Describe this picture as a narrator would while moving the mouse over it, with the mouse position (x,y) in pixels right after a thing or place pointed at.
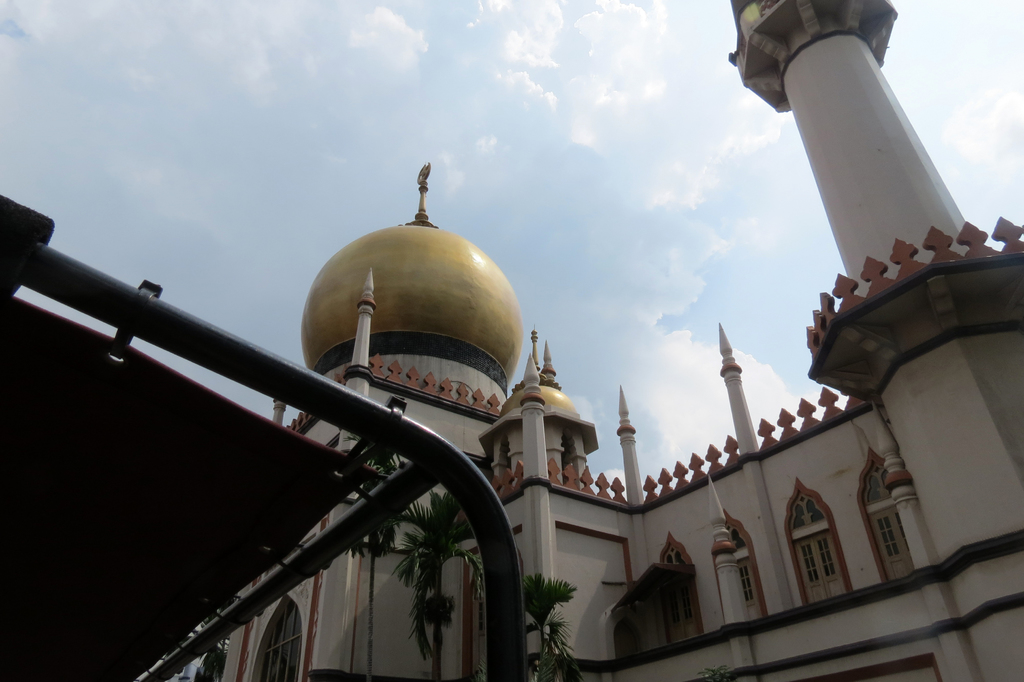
In this image I can see building (897,591) which is in white, black and gold color. We can see windows (810,577) and trees (468,556). The sky (432,138) is in white and blue color.
